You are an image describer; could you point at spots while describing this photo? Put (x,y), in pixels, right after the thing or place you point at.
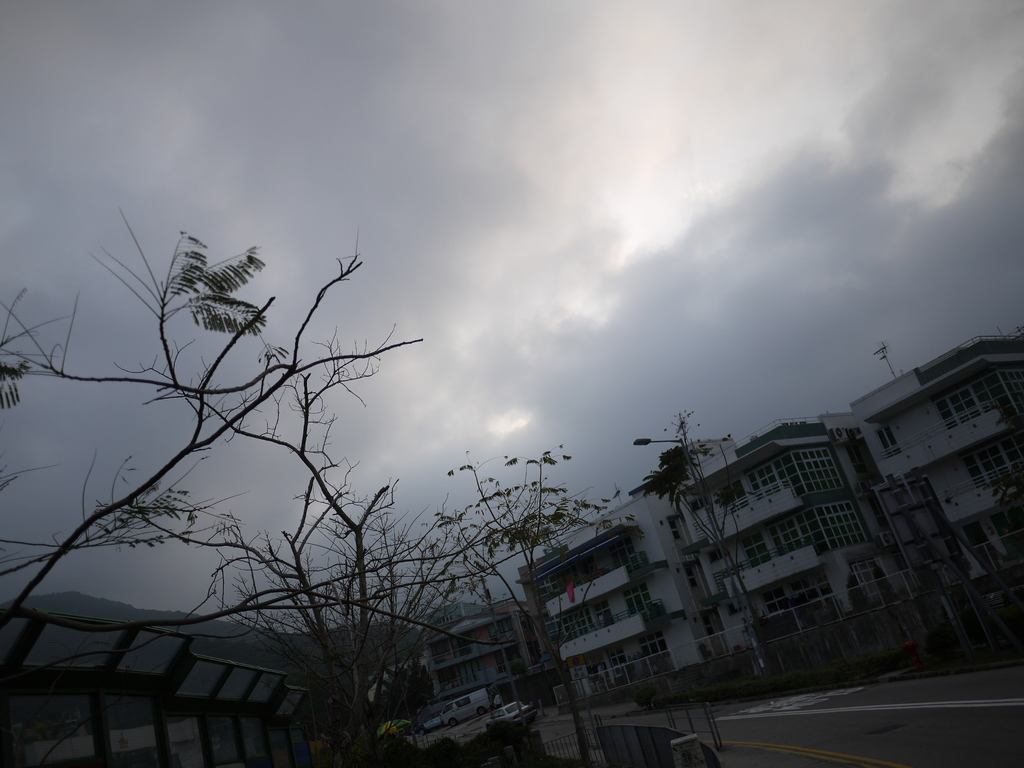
In this image we can see group of vehicles (508,717) parked on the road (565,718). To the right side of the image (1018,517) we can see buildings (1018,517) with windows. In the foreground (580,718) we can see a group of trees (335,726). In the background (871,339), we can see the cloudy sky (656,343).
